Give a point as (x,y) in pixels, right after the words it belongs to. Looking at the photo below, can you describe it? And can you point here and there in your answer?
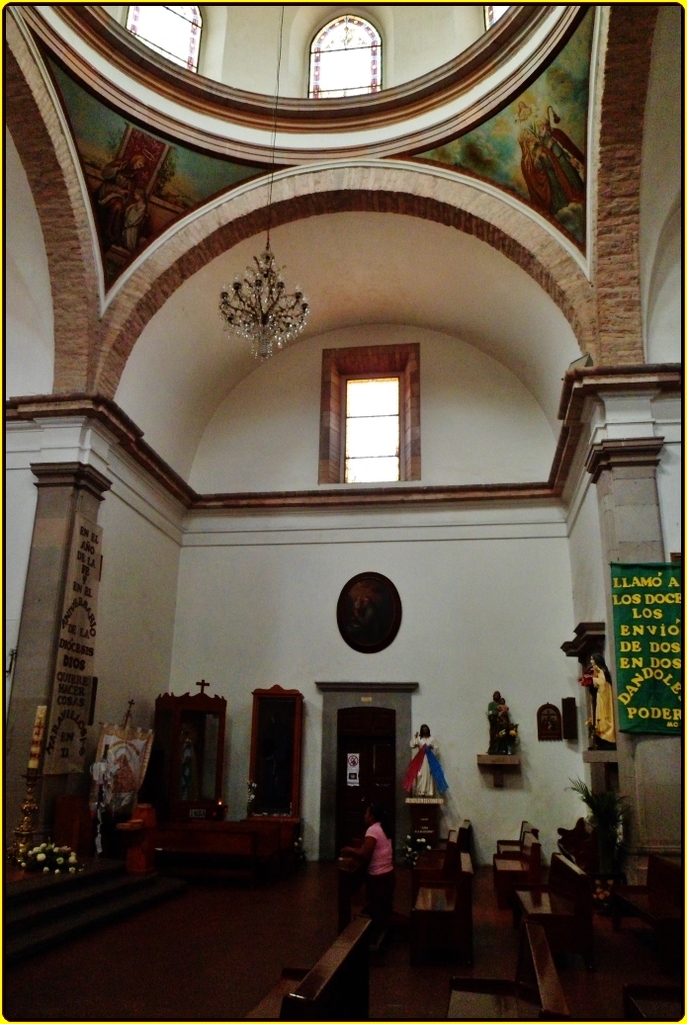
On the bottom (379,898) we can see woman (367,886) who is wearing pink color t-shirt (384,867), trouser (376,888) and she is standing near to the benches (445,933). Here we can see a door (370,753) which is near to the drawers (290,711). On the top (249,337) we can see a chandelier (272,308). Here we can see windows (418,372). On the right (626,582) there was a banner (653,694). Here we can see a statue (597,666) which is near to the banner (621,725).
